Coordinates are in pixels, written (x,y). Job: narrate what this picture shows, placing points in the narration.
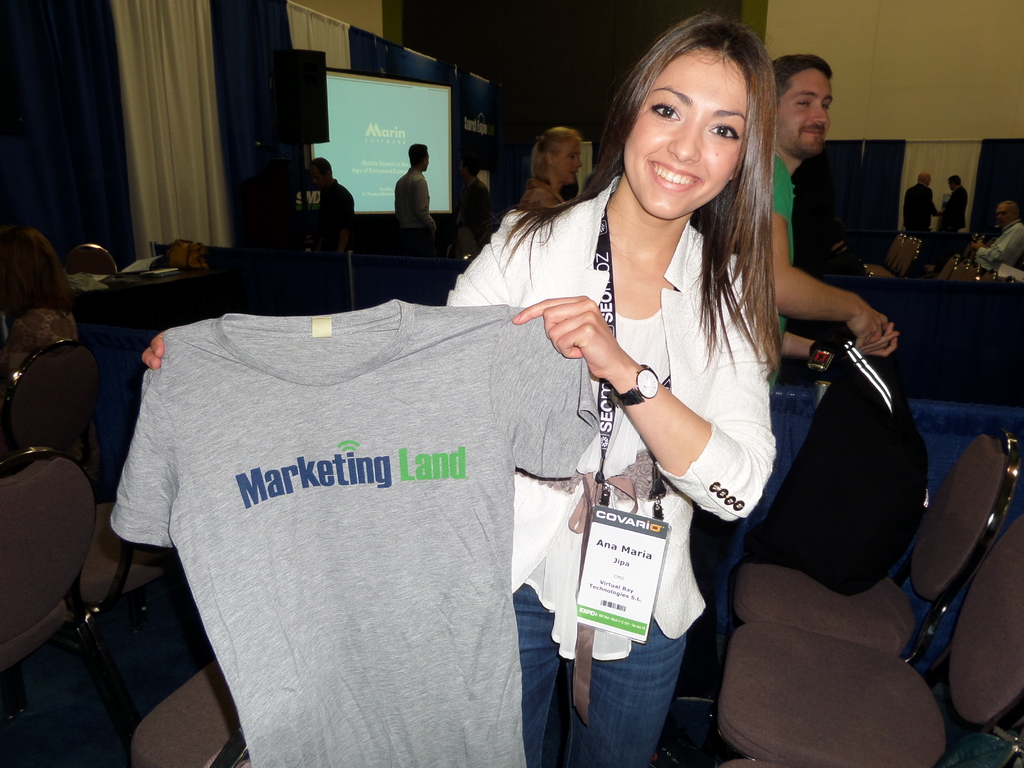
In the image we can see there is a woman (588,461) standing and holding a t-shirt (322,513) in her hand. She is wearing an id card (616,536) around her neck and there are other people (781,139) standing. Behind there is a projector screen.
